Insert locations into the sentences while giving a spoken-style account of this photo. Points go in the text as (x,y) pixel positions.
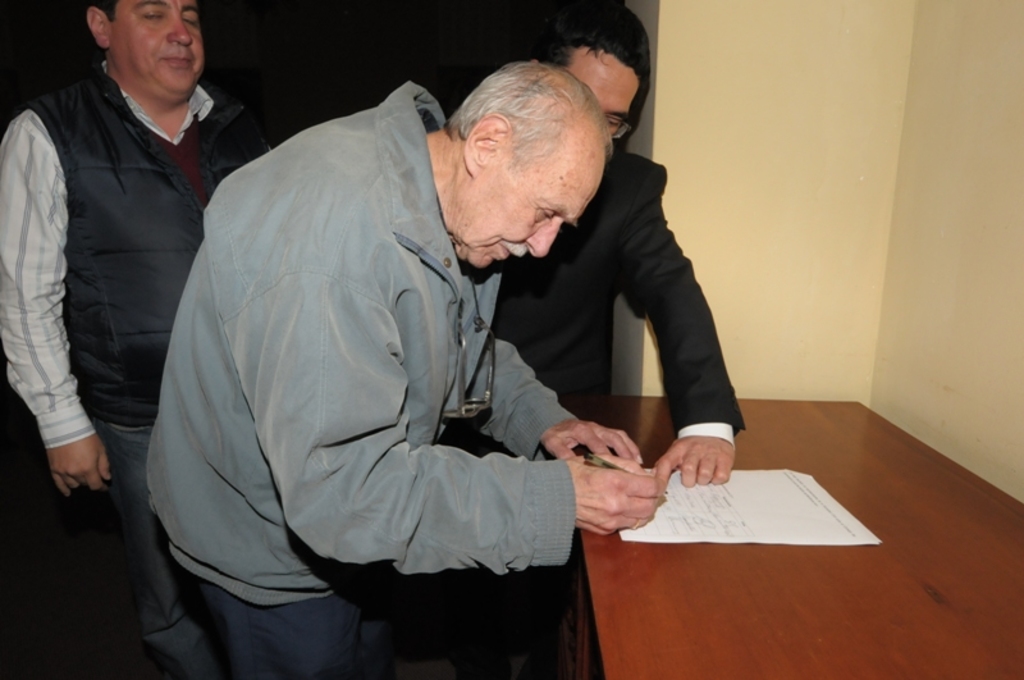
There are three persons (330,400) standing. This person (377,474) is standing and writing something on the paper (683,521). This is a table (757,616). This is a wall (907,201). I can see a man (617,470) holding a pen (615,471) and writing on the paper (757,500).
